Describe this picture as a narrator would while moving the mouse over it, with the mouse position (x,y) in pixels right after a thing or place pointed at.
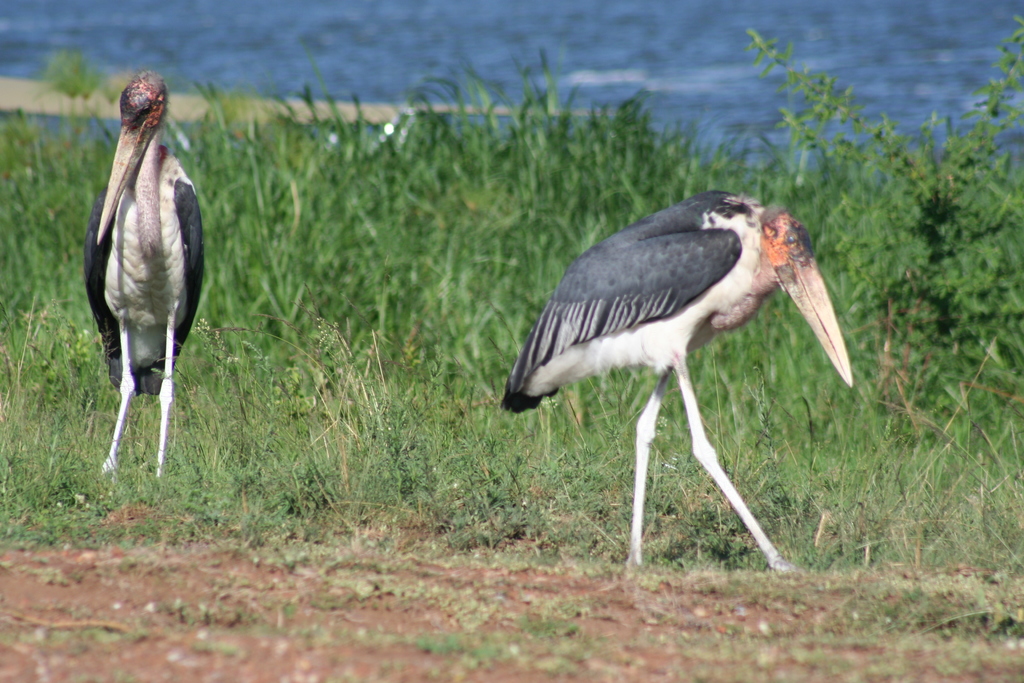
In the foreground of the picture (437,437) we can see grass (550,488), soil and storks (112,295). In the middle (451,234) we can see plants (918,191) and grass (457,155). At the top (526,25) there is a water body (347,31).
